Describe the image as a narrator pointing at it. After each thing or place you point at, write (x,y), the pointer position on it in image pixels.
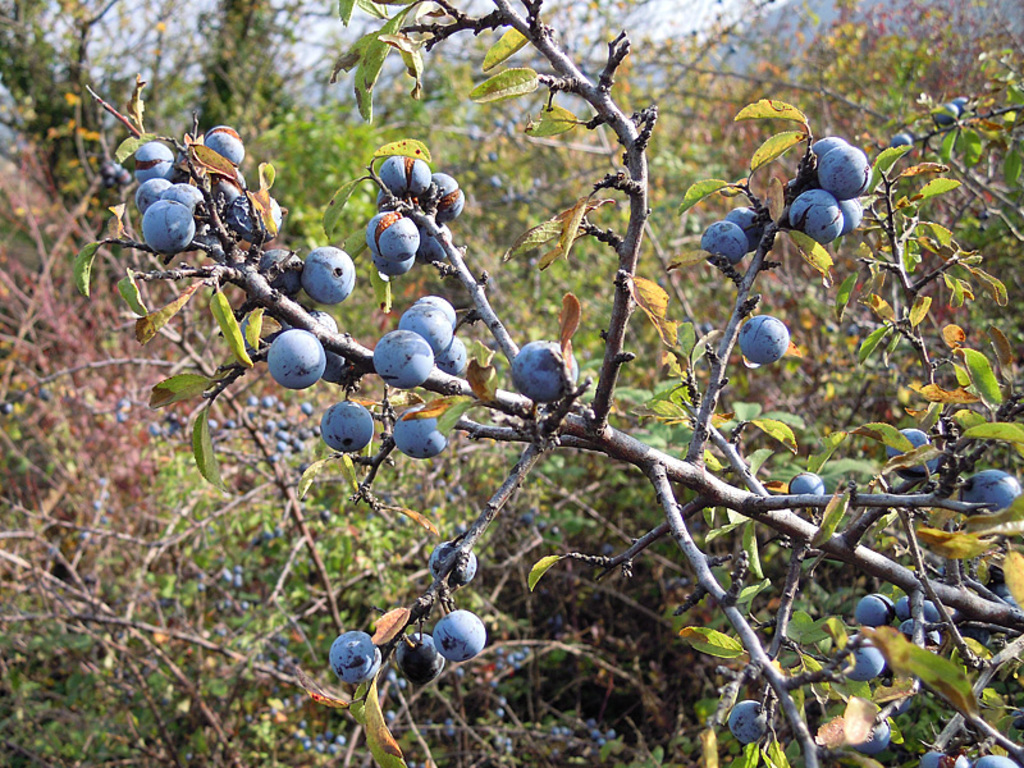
In this image, we can see some plants (718,177) and fruits (267,254).
